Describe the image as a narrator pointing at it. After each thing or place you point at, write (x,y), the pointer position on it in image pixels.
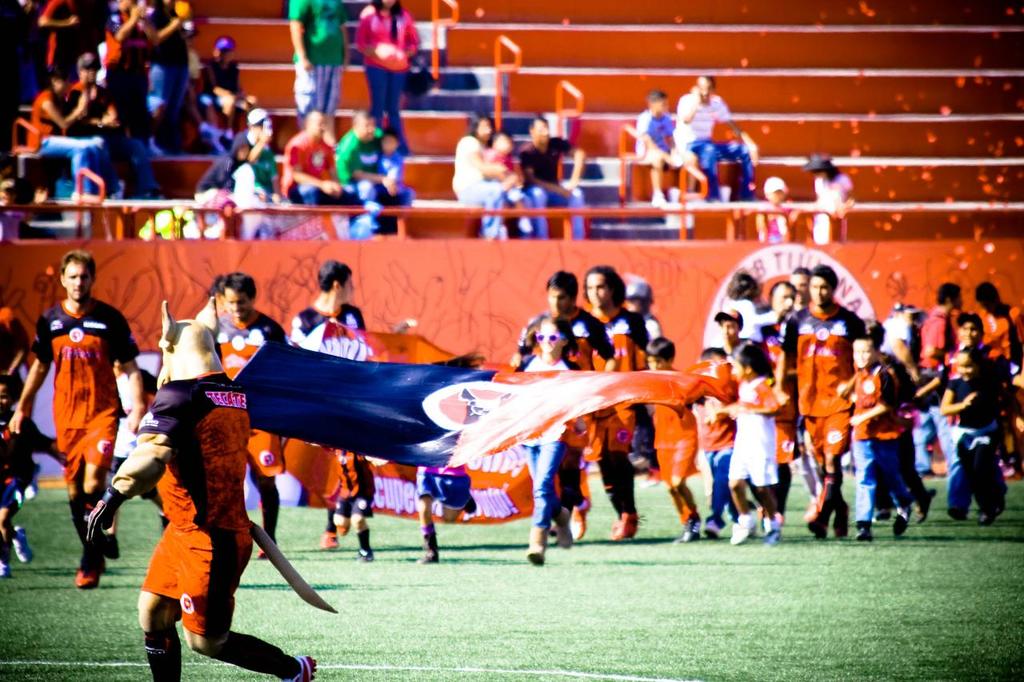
In this picture I can observe some people (84,375) walking in the ground (592,536). I can observe some children (723,464) running in the ground (581,569). In the background (296,14) there are some people (307,98) sitting behind the railing (531,216).
